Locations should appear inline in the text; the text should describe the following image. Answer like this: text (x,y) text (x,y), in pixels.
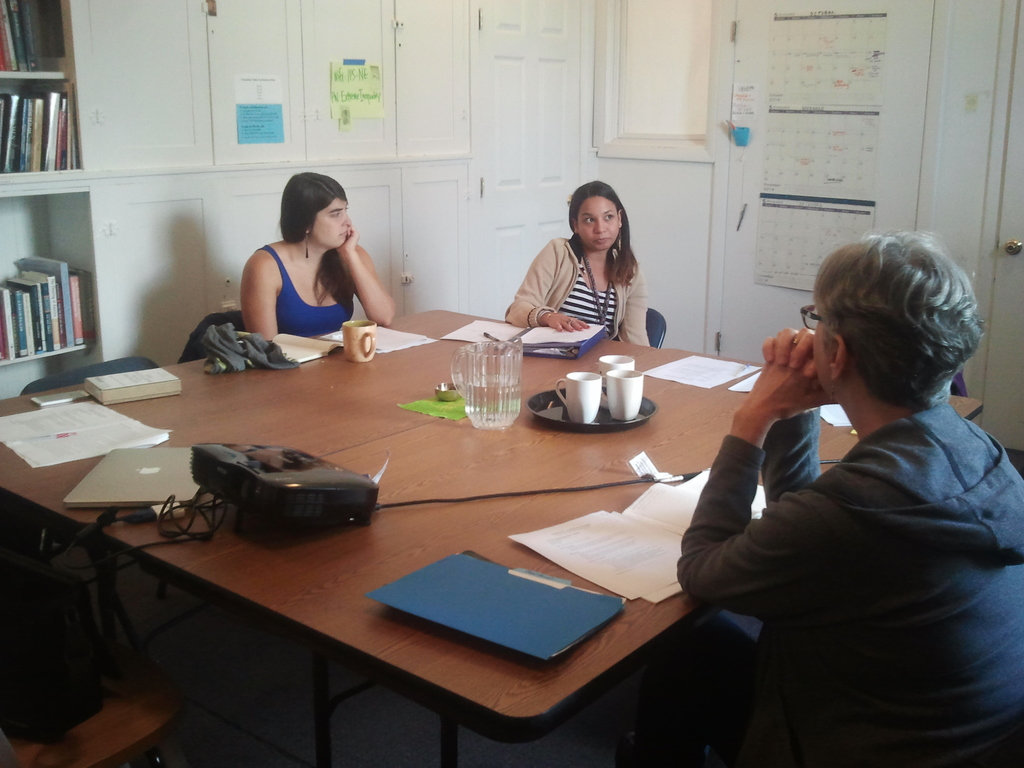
It is a room (522,444) there is a table (548,516), there are three people (533,270) sitting around the table (495,522) there is a projector (378,488), a jug (508,401), four cups (629,403), few papers (634,533) and a book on the table (392,486), the woman (338,324) who is wearing blue shirt (327,308) is looking towards her left side. There are also some other book stalls (26,308) and in the background (297,69) there are doors (158,95) and some posters (811,160) stick to the door (802,195).
